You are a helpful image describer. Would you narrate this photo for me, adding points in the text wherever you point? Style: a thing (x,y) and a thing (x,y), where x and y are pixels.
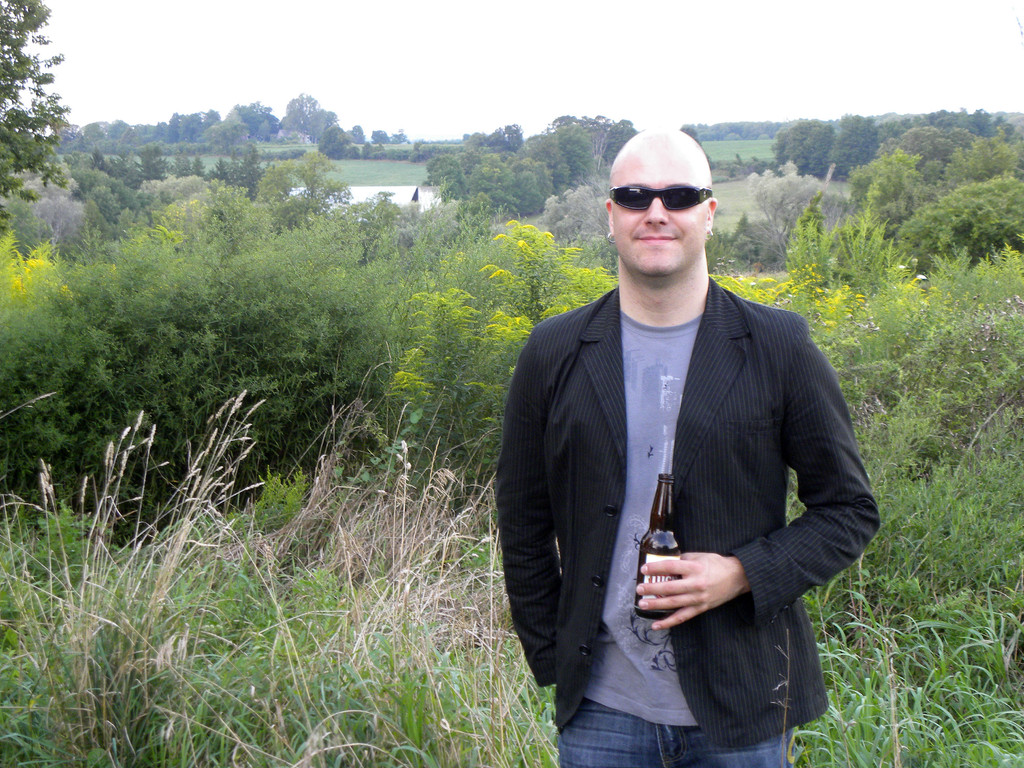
A man (691,466) is standing wearing a blazer (691,531) and holding a glass bottle (657,499). There are trees (328,232) and there is water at the back (308,194). There is sky (417,77) at the top (482,77).
